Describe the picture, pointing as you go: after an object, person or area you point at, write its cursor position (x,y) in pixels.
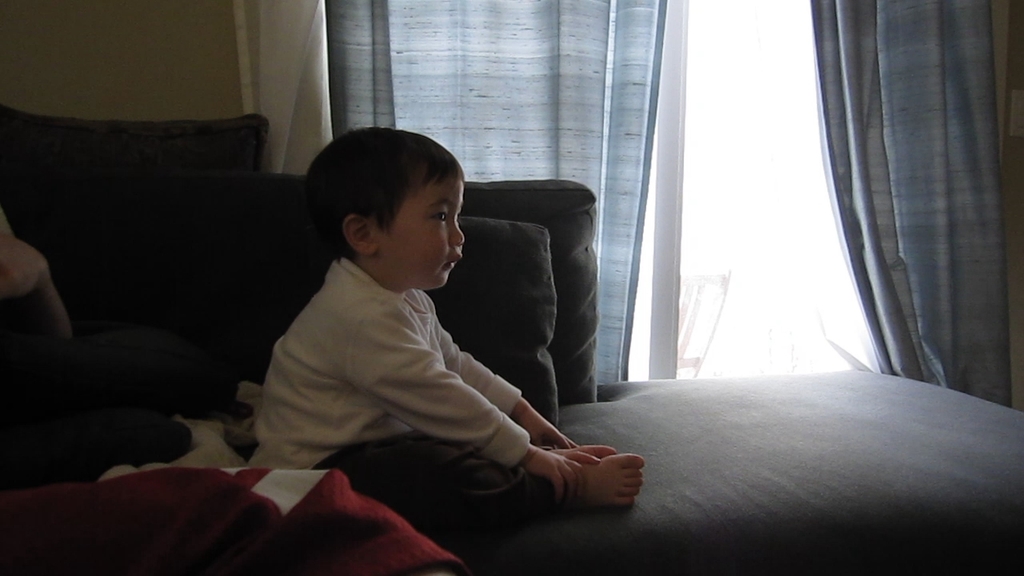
In this image, we can see a kid (411,254) on the sofa (750,449). There is a window (799,279) contains curtains (548,88). There are pillows (496,259) in the middle of the image (476,253). There is a cloth (264,518) in the bottom left of the image (284,531).
